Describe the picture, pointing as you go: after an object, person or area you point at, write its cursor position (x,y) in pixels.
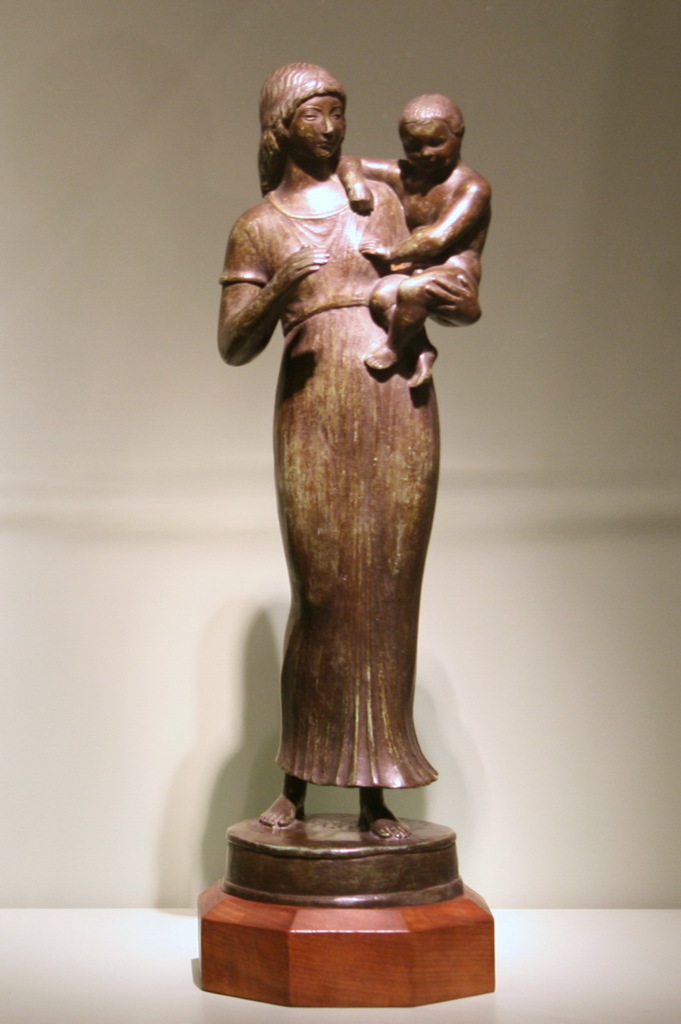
In this image there is a brown color sculpture (272,128). The sculpture (363,444) is a woman (306,427) holding a baby (423,319). There is a white color background.
